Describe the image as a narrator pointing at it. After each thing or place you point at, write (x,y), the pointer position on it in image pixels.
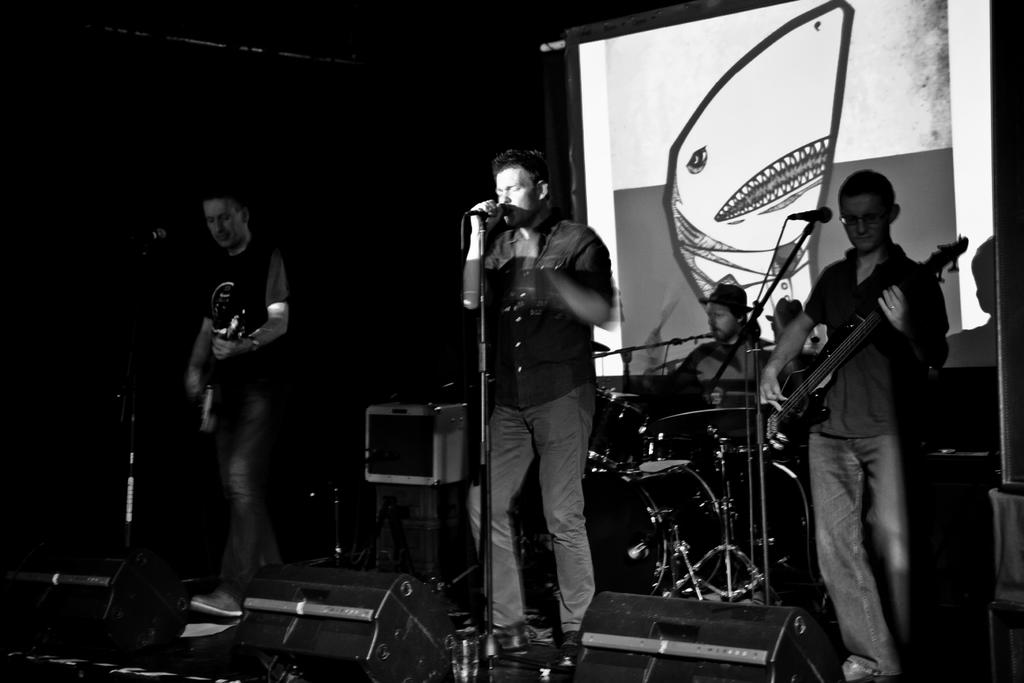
In this image I can see the black and white picture in which I can see the stage (479,604) and on the stage (479,604) I can see three persons (513,430) standing and I can see two of them are holding musical instruments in their hands (883,302). I can see microphones (488,595) in front of them. In the background (690,364) I can see a person (700,350) sitting in front of the musical instruments (681,450), a huge screen (747,221) and the dark background (439,55).
